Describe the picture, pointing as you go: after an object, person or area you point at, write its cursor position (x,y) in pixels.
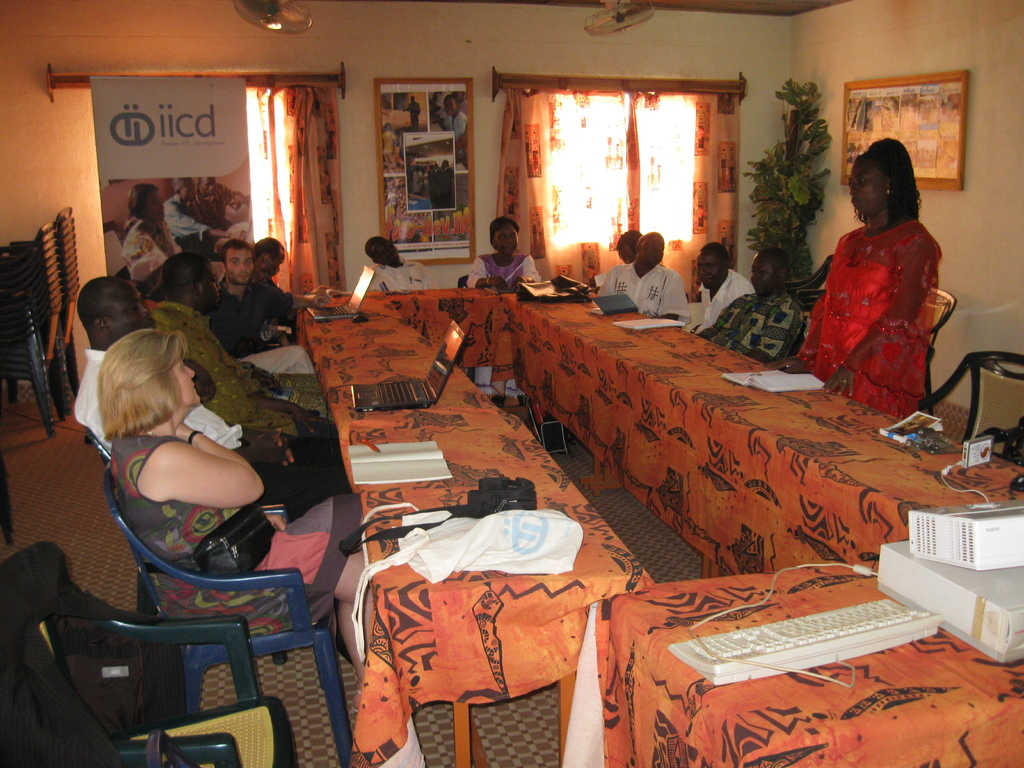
There are many people (182,463) sitting in the chairs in front of a table (363,359) on which a laptop's (363,285), papers (403,468) and some bags (497,525) were placed. One woman (858,333) is standing here. In the background (403,180) there are some photo frames (417,178) attached to the wall (451,42). We can observe some curtains (675,167) and plants (782,161) here.
